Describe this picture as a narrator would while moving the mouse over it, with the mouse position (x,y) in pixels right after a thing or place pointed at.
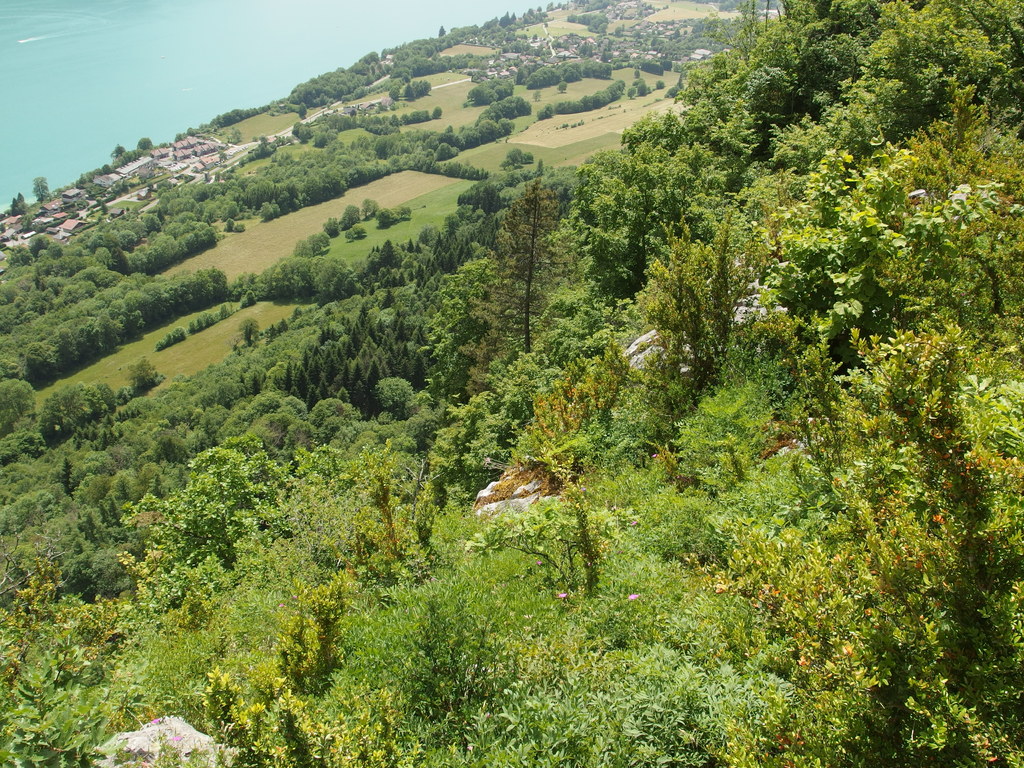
In this picture I can see trees (573,178) and few houses (58,206) and I can see water (156,68).
